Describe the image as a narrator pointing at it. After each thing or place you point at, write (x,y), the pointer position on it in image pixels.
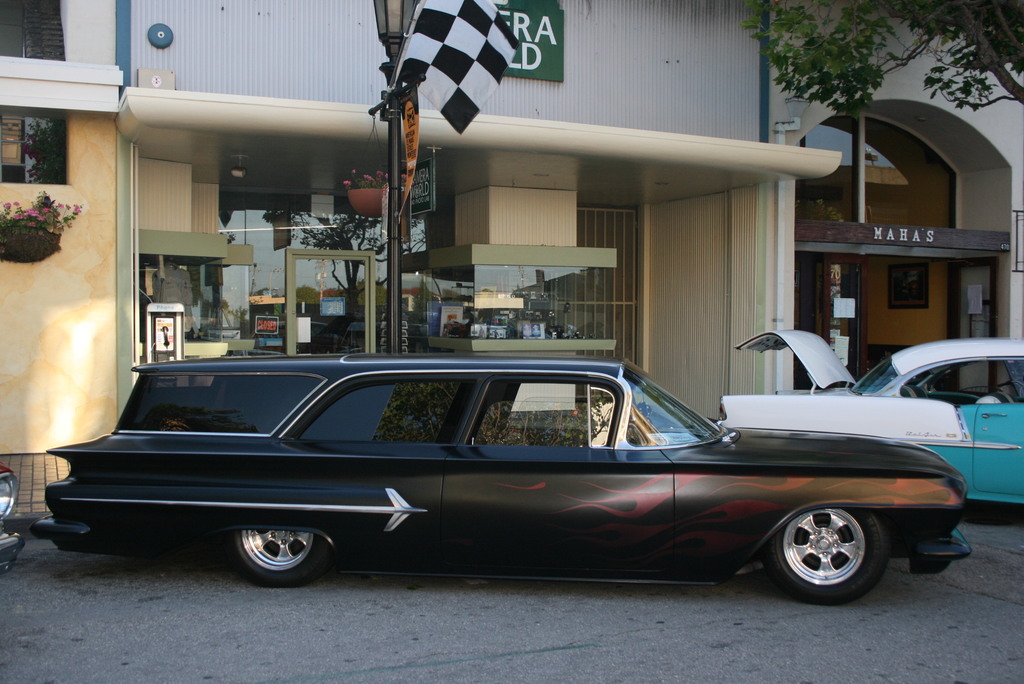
In this picture I can see vehicles (636,456) on the road (87,669), there are buildings (655,246), there is a light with a pole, there are plants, boards (548,4), flag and there is a tree (985,84).
